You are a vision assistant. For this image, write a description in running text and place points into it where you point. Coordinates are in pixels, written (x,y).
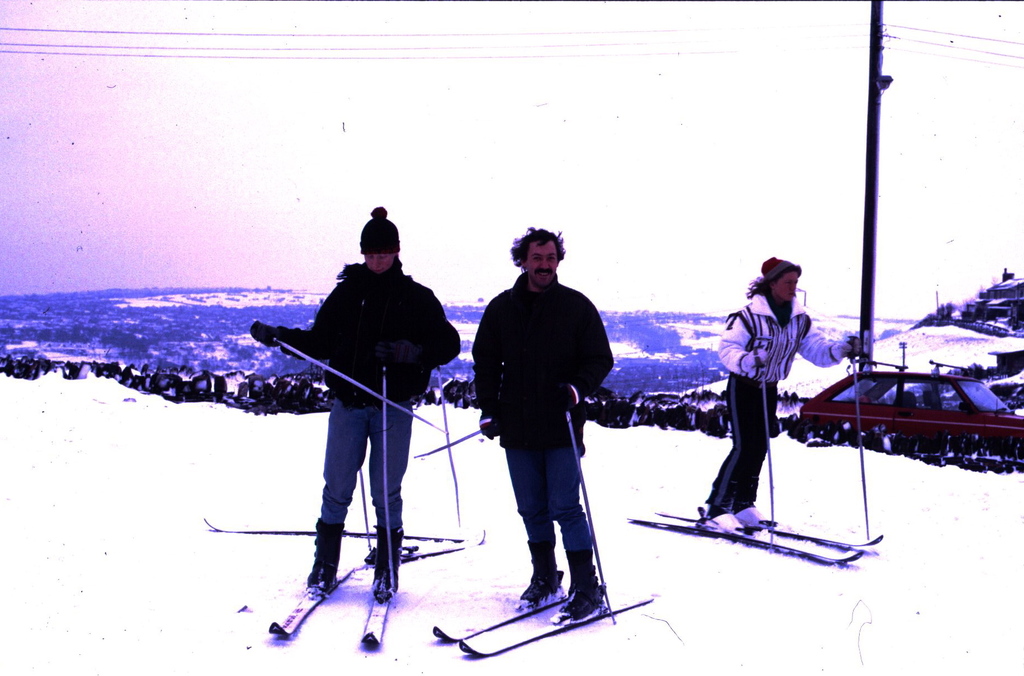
In the image we can see three people (375,380) wearing clothes (411,397), gloves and two of them are wearing the cap (770,278), they are riding on the snow (406,613) with the help of snow skiing, these are the snow skiing sticks (599,559). Here we can even see a vehicle (936,410), electric pole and electric wires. Everywhere there is a snow (347,597) white in color.
